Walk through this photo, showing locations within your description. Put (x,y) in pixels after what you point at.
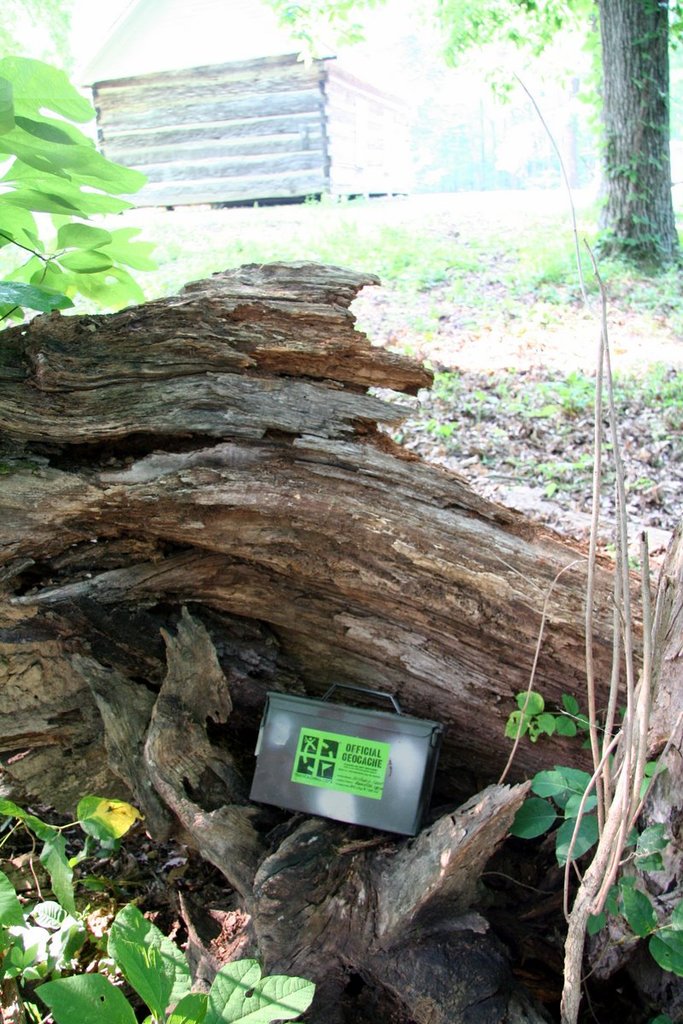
In the foreground of the picture (374,939) there are plants (4,301) and wooden trunk (327,547). In the middle of the picture (452,375) there are plants (618,236) and the trunk (618,72) of a tree (618,72). In the background (232,111) there is an object (193,79) and it is not clear.
